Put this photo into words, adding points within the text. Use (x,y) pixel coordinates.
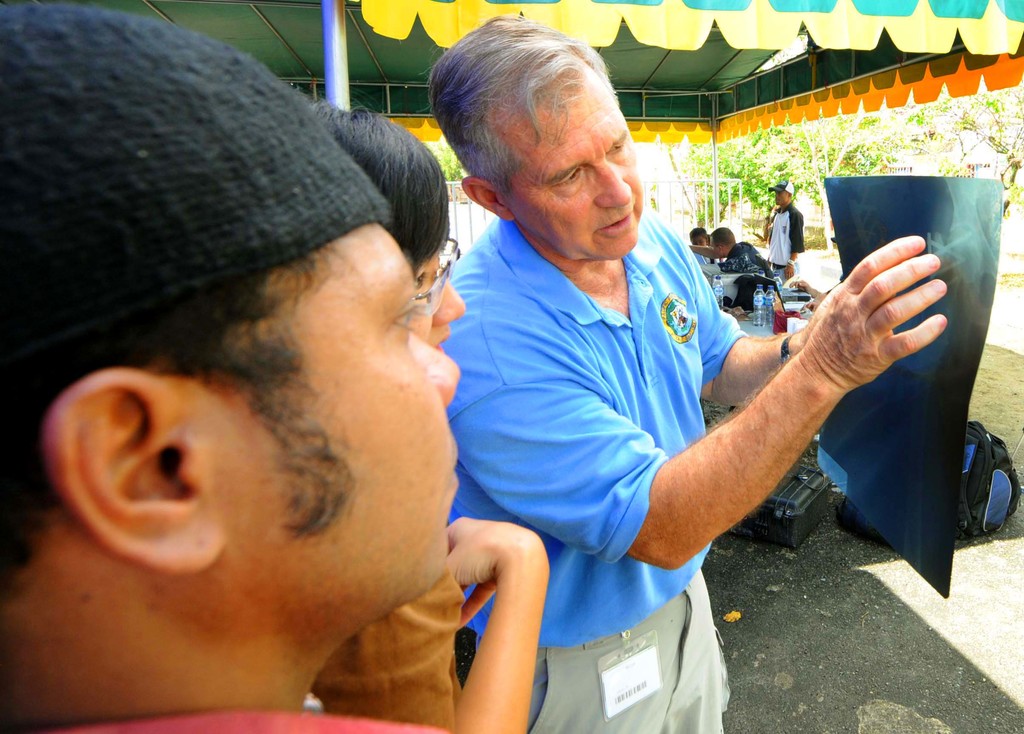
In this picture I can see group of people (618,465) among them some are sitting and some are standing. The person (606,409) in the front (601,385) is holding an object (868,420) in the hand (890,332). In the background (710,92) i can see pole (690,92), trees (723,194) and tables (775,317). On the tables (763,329) i can see bottles (758,311) and other objects (744,315) on it. On the right side (967,486) i can see bag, box (774,495) and other objects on the ground (853,604).
